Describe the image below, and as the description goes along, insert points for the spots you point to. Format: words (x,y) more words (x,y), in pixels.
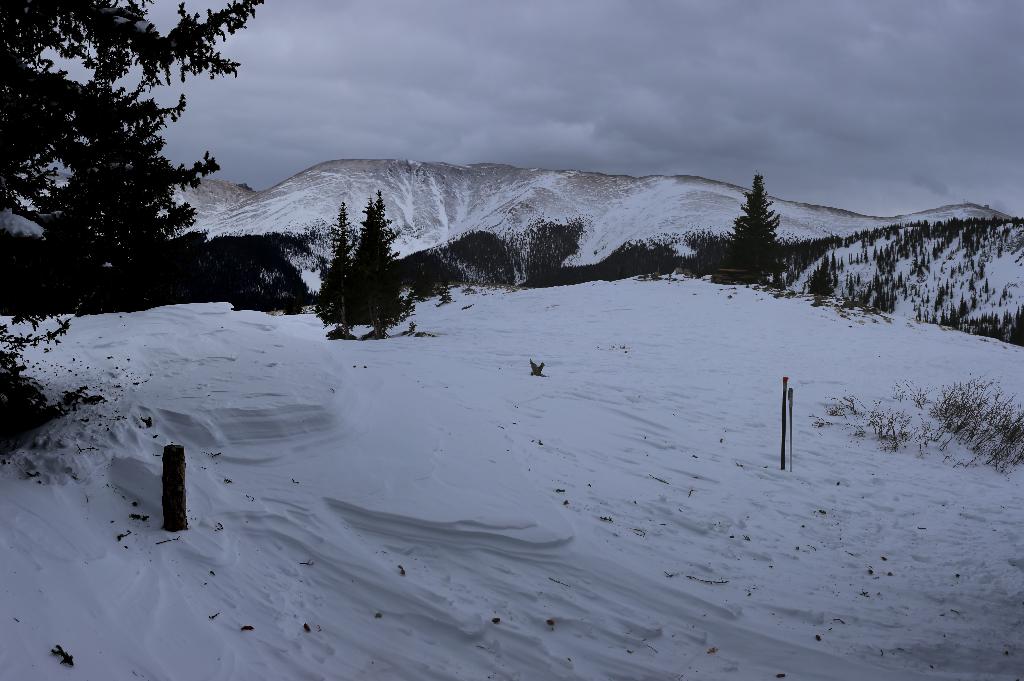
In this image, I can see the snowy mountains (835,247). These are the trees (190,274) with branches (373,298) and leaves (359,305). This is the snow (695,549). Here is the sky (499,130).
